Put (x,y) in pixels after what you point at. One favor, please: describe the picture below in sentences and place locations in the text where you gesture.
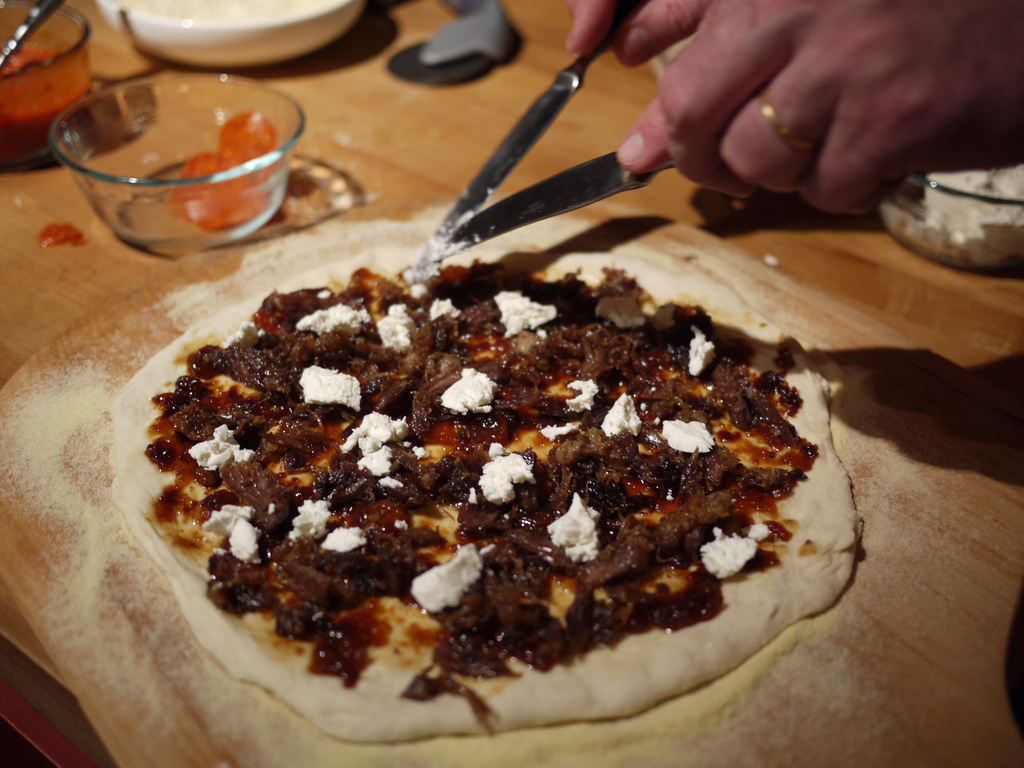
In this image there is a table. On the table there are food items (338,424) like pizza (355,442), two slices of tomato (203,196) in a bowl (185,171), sauce (76,74) and some cheese (935,224) in a bowl (947,221). On the top right side (801,70), we can see there is a person's hand (732,87), he is holding two knives (477,221) to scrape cheese (432,245) onto the pizza (445,468).
